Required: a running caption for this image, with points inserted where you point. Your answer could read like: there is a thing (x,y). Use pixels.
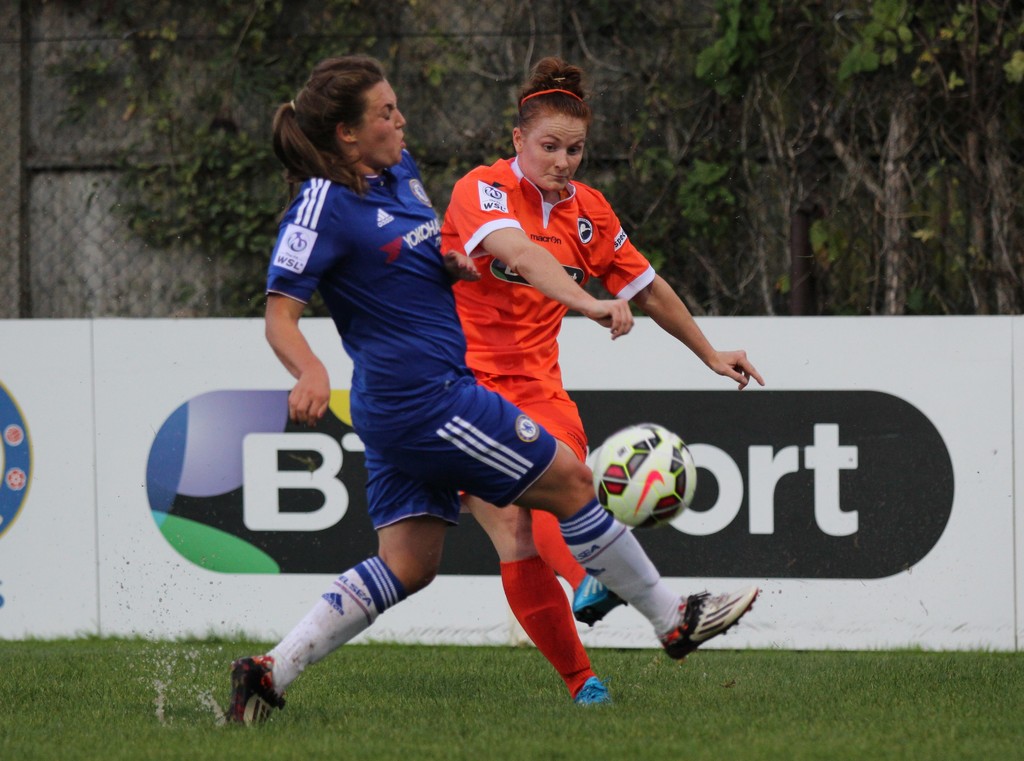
In the middle of this image (456,303), there are two women (554,225) in violet and orange color dresses (445,308), playing football on the grass (688,697) on the ground (894,705). In the background (904,434), there are two white color banners (53,322), there are trees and a wall (39,94).
